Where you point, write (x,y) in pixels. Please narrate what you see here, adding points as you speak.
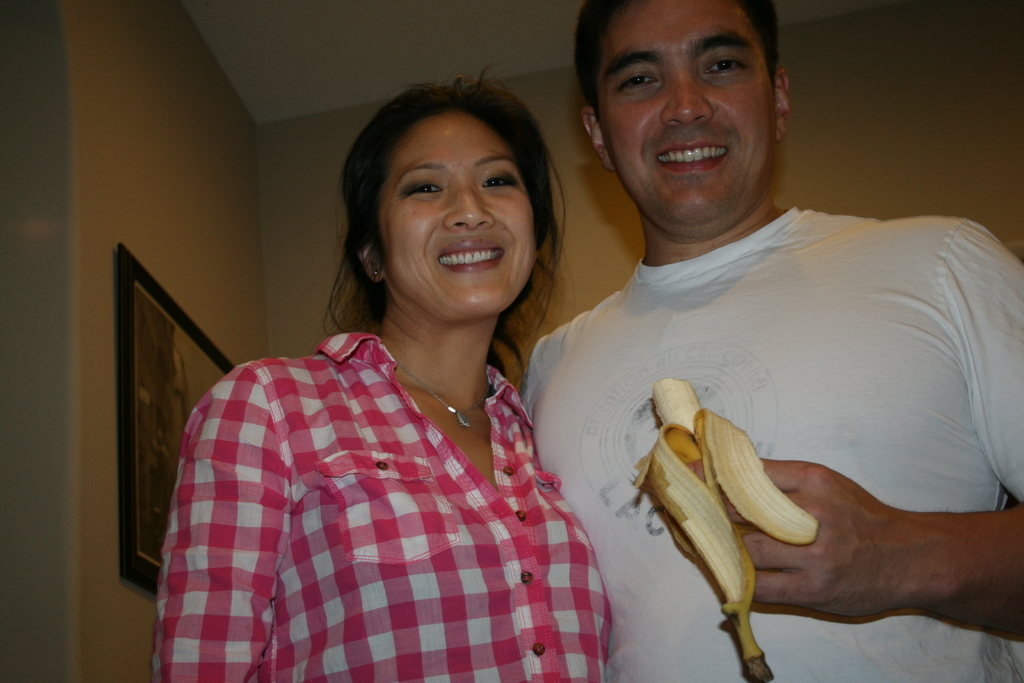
This image consists of two persons (577,545). The man (762,541) is holding a banana (689,484). In the background (99,344), we can see a frame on the wall (319,147). At the top (300,26), there is a roof (251,77).
